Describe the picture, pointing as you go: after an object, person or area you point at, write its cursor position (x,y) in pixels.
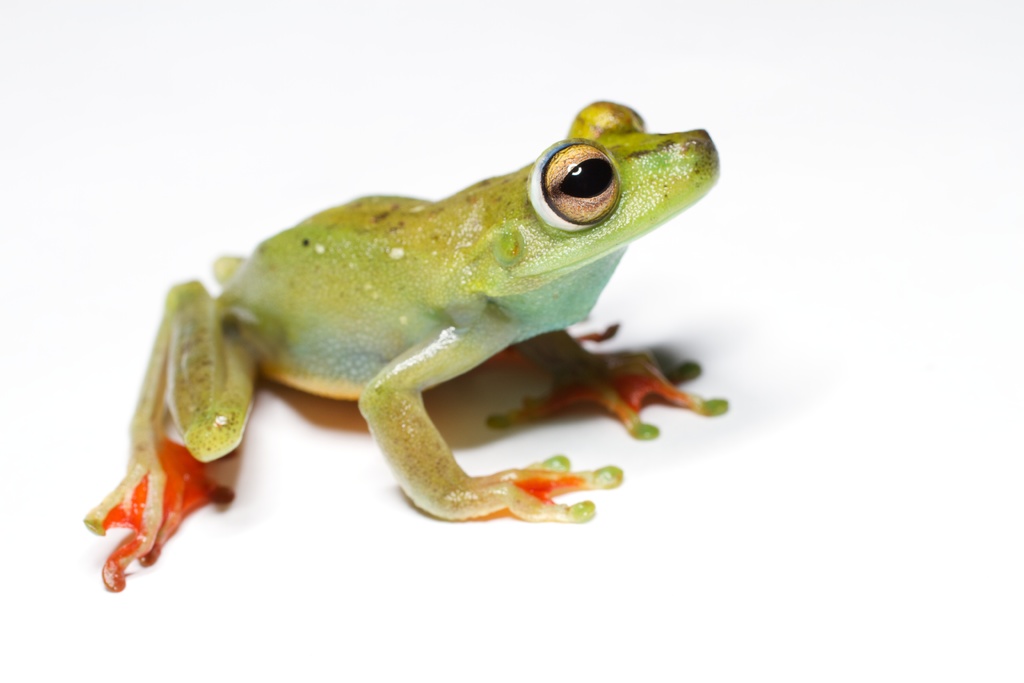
In this picture there is a green frog (598,481) which is standing on the white object (721,468). I can see red color on his hands (550,468) and legs (151,469).
